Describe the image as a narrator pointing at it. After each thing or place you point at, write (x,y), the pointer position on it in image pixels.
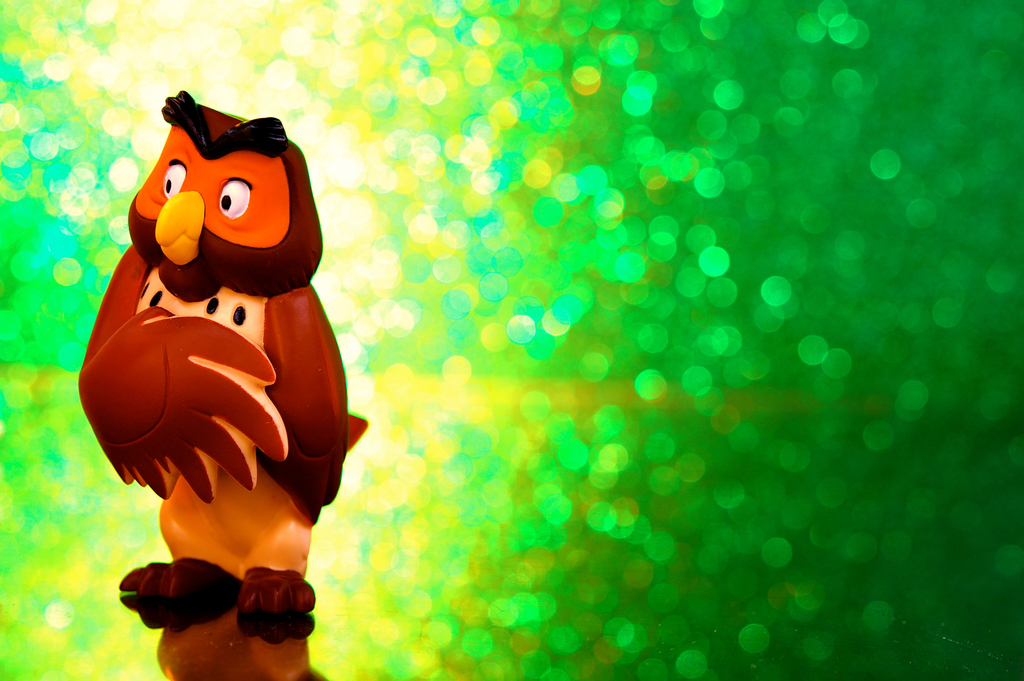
It is an edited image there is a toy (212,435) in the foreground (258,474) and the background of the toy (264,535) is in green and yellow colour.
